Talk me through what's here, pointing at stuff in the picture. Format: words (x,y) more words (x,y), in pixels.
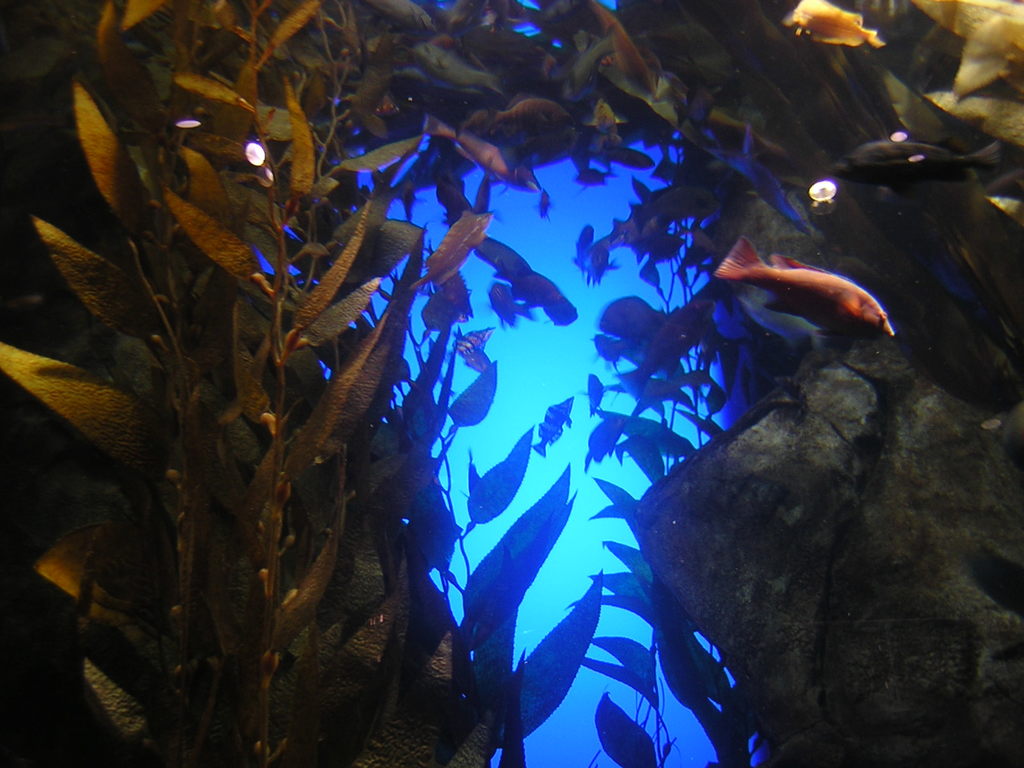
In the picture I can see the fishes (751,298) and plants (195,285) in the water (515,349). It is looking like a rock (869,521) on the right side (841,502).
